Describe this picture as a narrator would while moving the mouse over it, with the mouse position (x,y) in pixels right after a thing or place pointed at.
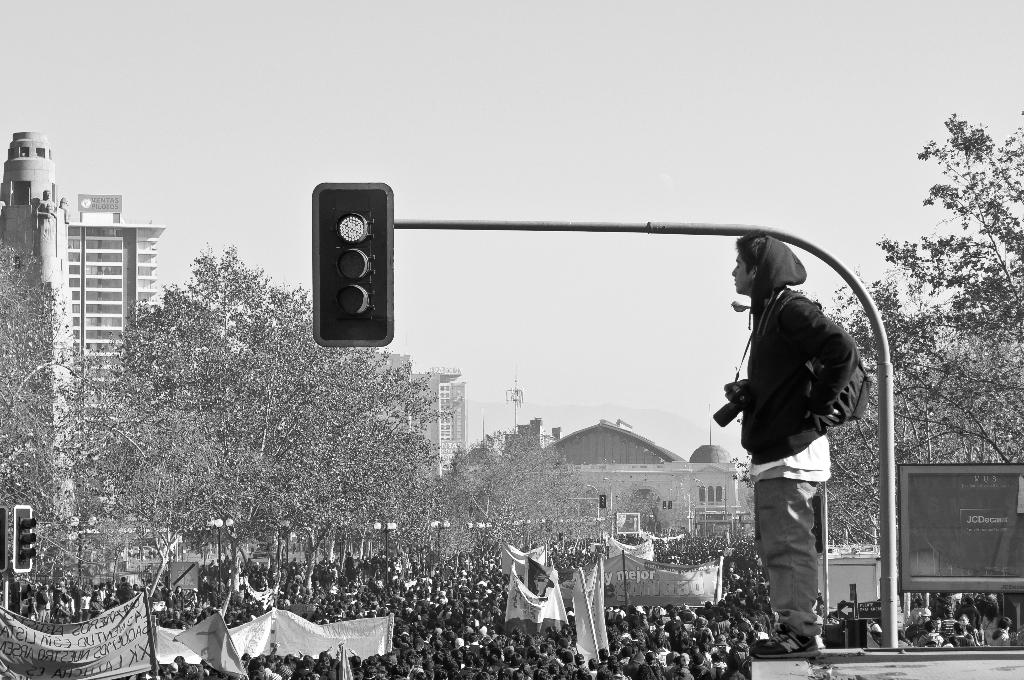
This is a black and white picture. In the foreground of the picture (327,232) there are signal light (343,257) and a person (757,474) standing on the wall (816,657). On the right (936,387) there are trees (936,384) and a hoarding (954,515). In the center of the picture (461,407) there are buildings (75,300), signal lights (31,560), banners (83,630) and people (621,640). Sky (815,95) is clear.
